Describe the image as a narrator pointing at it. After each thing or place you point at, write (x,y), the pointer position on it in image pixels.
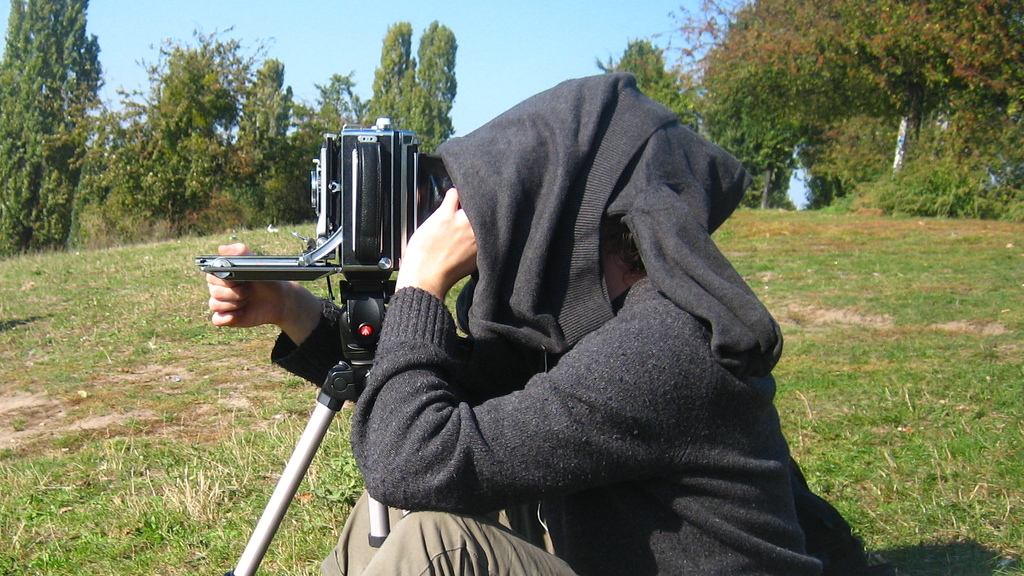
In this image we can see a person (693,409) sitting on the ground (907,431) and clicking picture with the camera (325,245) which is attached to the stand (292,455), in the background (461,115) there are few trees (655,90) and the sky (573,37).
